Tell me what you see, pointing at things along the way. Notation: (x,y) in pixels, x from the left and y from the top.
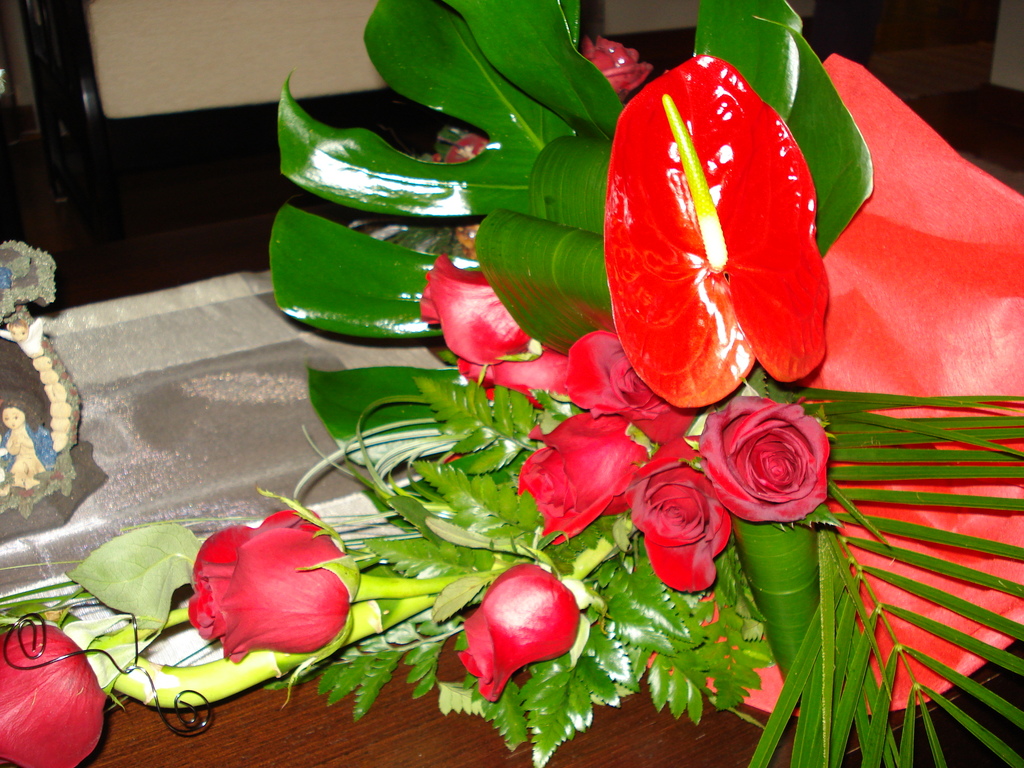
In the foreground of this picture (350,557) we can see a bouquet (797,377) of red roses (607,476) and a show piece (39,383) and some other objects (85,333) are placed on the top of the wooden table (369,750). In the background (358,77) we can see the chair (262,26) and some other objects (978,66).
